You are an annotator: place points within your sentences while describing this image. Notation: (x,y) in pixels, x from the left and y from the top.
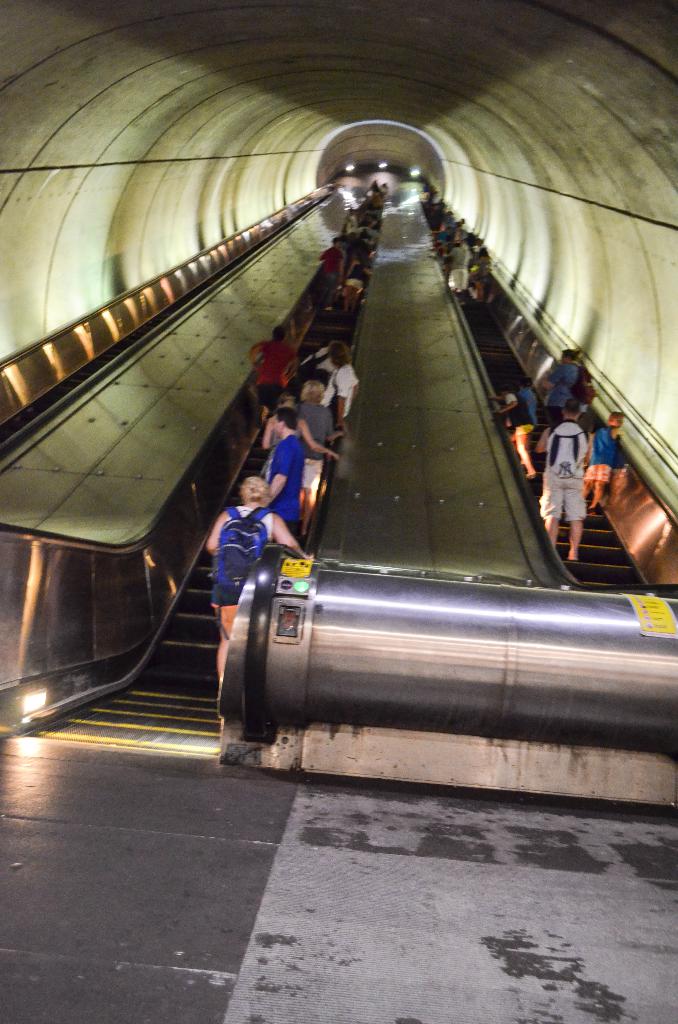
In this image I can see stairs (206,598), few yellow colour things (633,595) and number of people (321,301) are standing. I can see few of them are carrying bags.
